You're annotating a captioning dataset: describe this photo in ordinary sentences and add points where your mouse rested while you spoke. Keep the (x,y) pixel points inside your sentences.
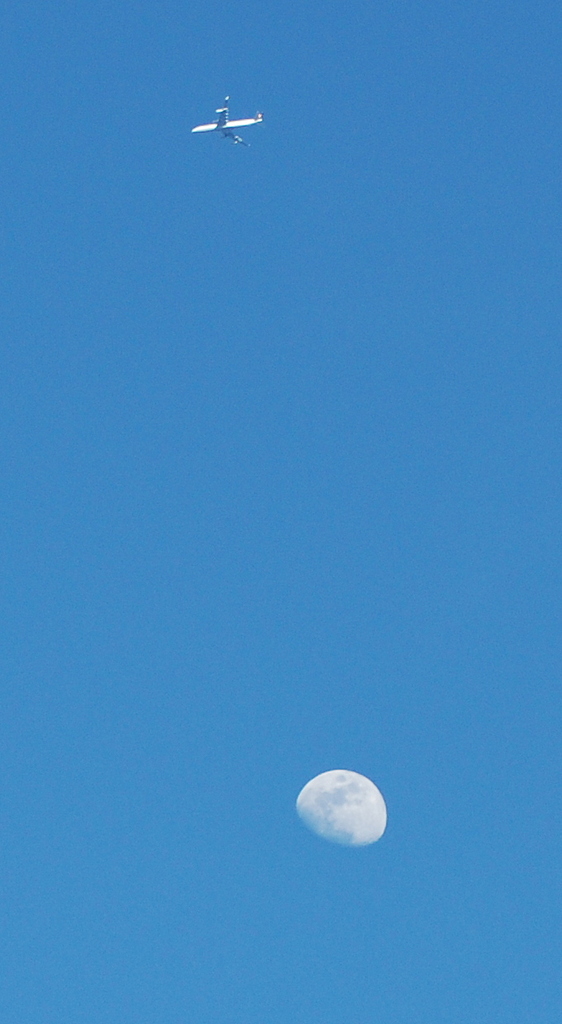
There is a plane (223,111) flying in the air (201,146) and there is a moon (332,802) below it and the sky (273,499) is blue in color.
